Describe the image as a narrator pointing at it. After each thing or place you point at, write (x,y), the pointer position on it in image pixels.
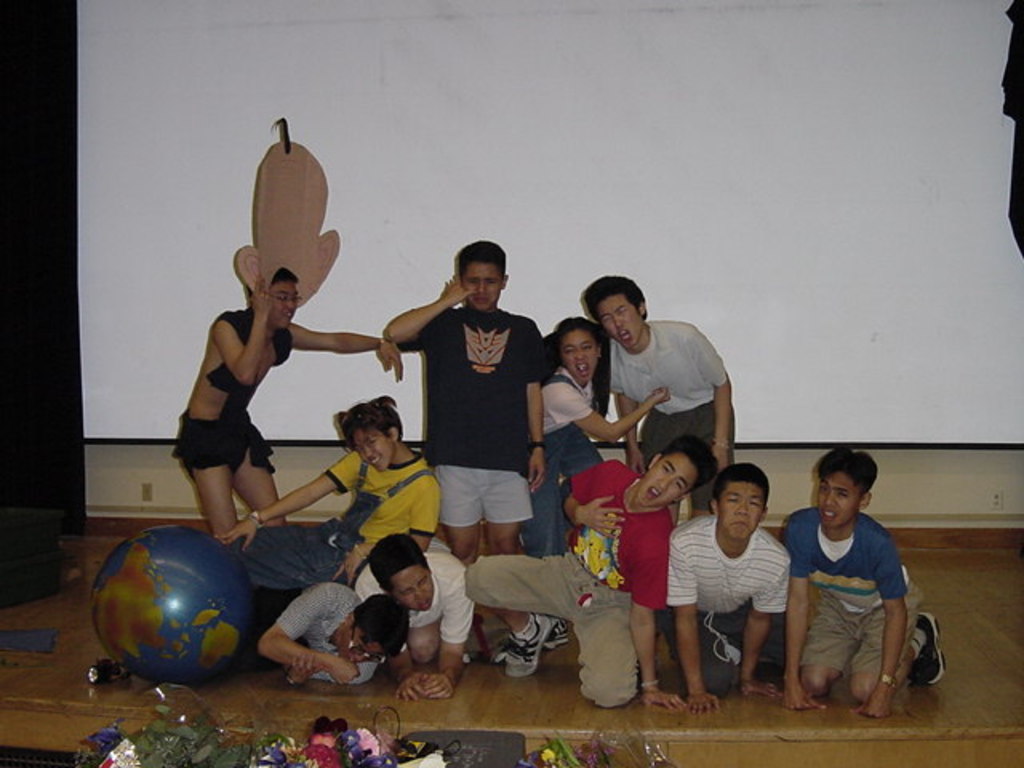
In this image I can see number of people (679,480) and on the left side (231,370) I can see one of them is wearing a costume (246,278). In the front of them I can see a blue colour ball (191,675) and few flowers (586,764). I can also see a white colour thing (1017,424) in the background (282,415).
